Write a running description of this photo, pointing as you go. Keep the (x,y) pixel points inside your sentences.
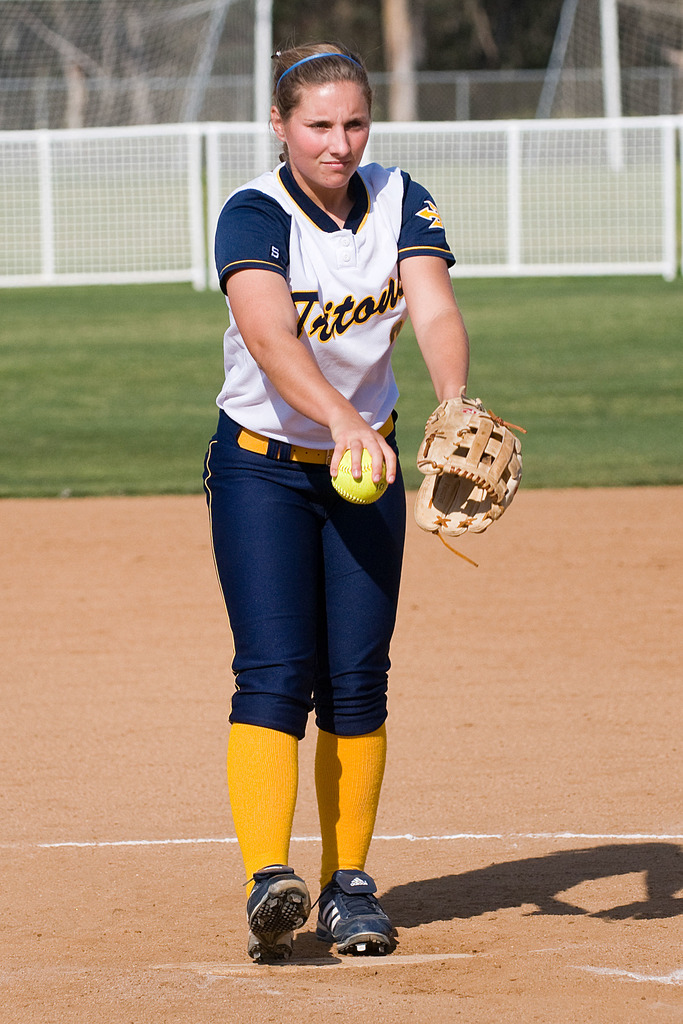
In this picture there is a woman (302,270) holding a ball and wore glove (458,404) and we can see ground (488,667). In the background of the image (424,116) we can see mesh (123,98), poles (266,146) and grass (103,365).
